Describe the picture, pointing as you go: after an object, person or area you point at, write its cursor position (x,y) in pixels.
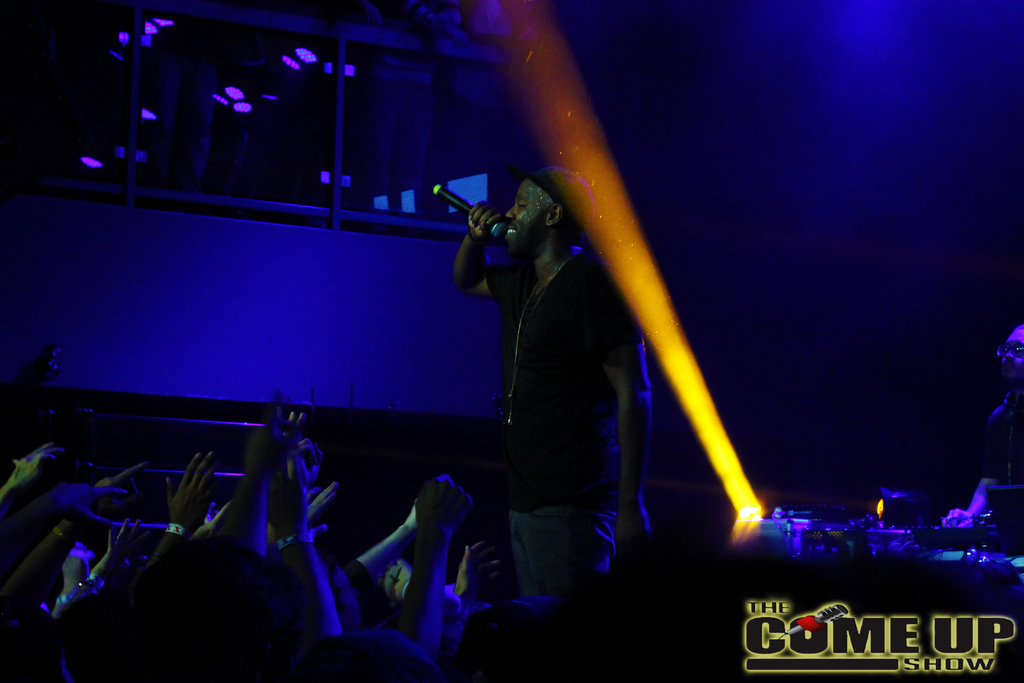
There is a man (530,371) singing on the mike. Here we can see group of people (414,567). There is a dark background (773,111).
